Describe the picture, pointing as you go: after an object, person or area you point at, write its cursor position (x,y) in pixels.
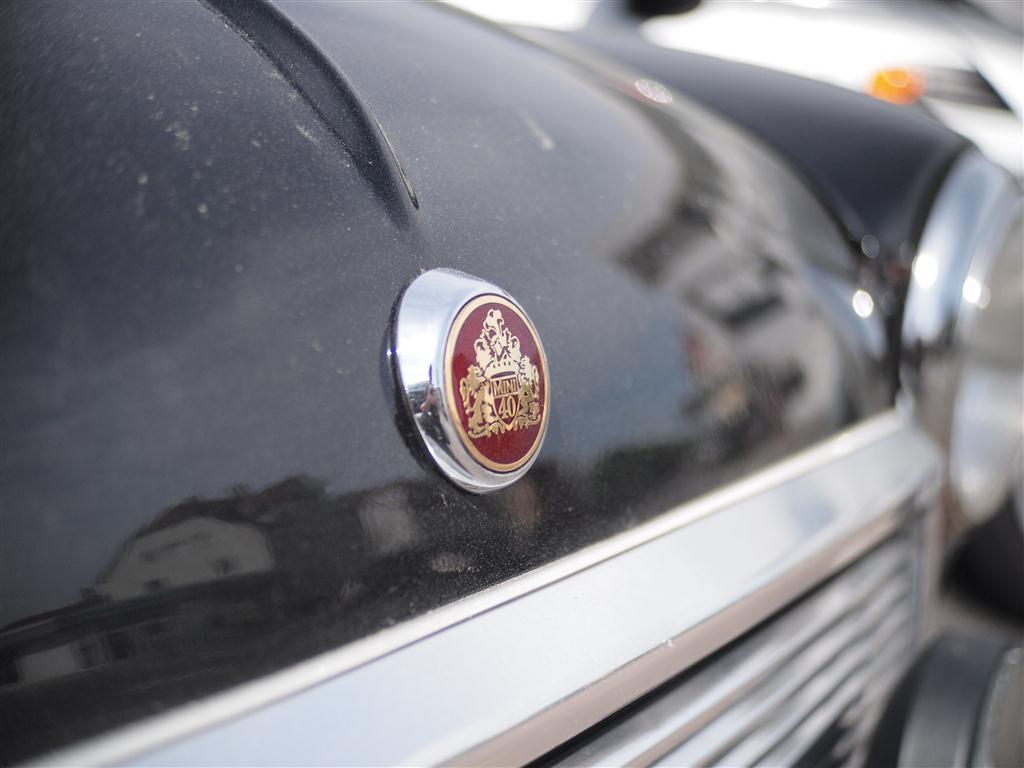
This image is a zoomed in picture of a car (685,204). There is a logo (504,434).
